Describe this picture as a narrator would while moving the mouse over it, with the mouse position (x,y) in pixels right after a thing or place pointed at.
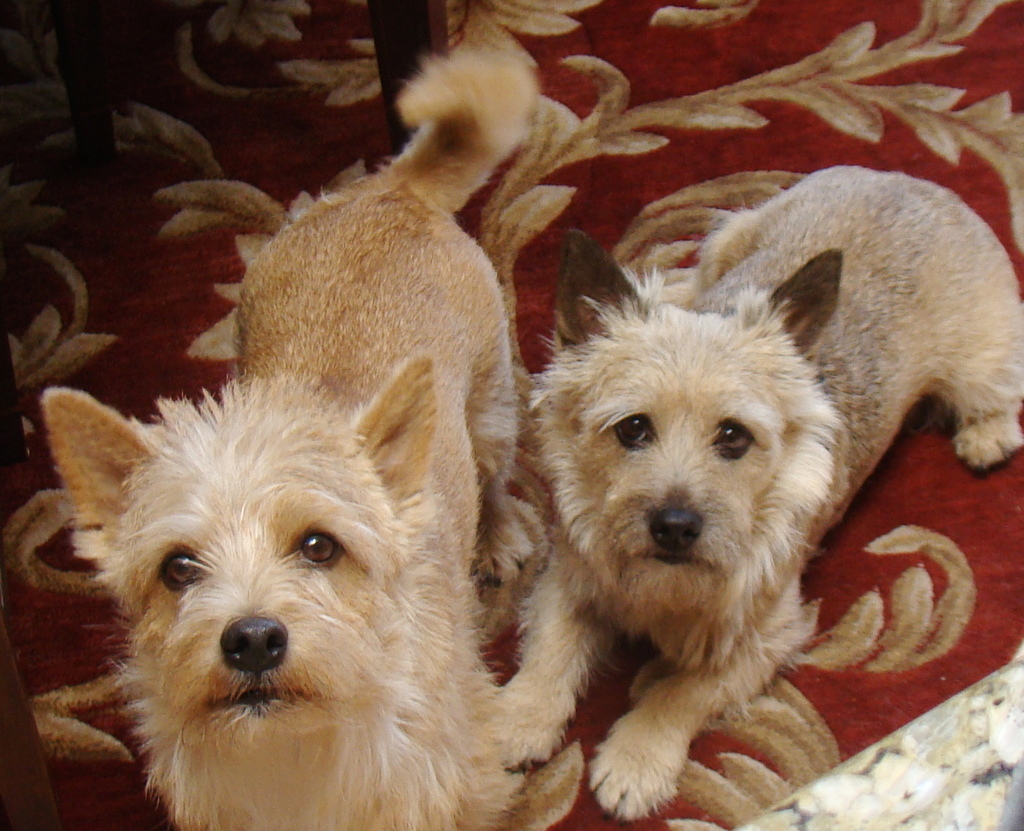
In the picture I can see two dogs (381,513) among them the dog (798,466) on the right side (802,503) is sitting and the dog (366,340) on the left side (324,455) is standing on a red color object (182,250).
